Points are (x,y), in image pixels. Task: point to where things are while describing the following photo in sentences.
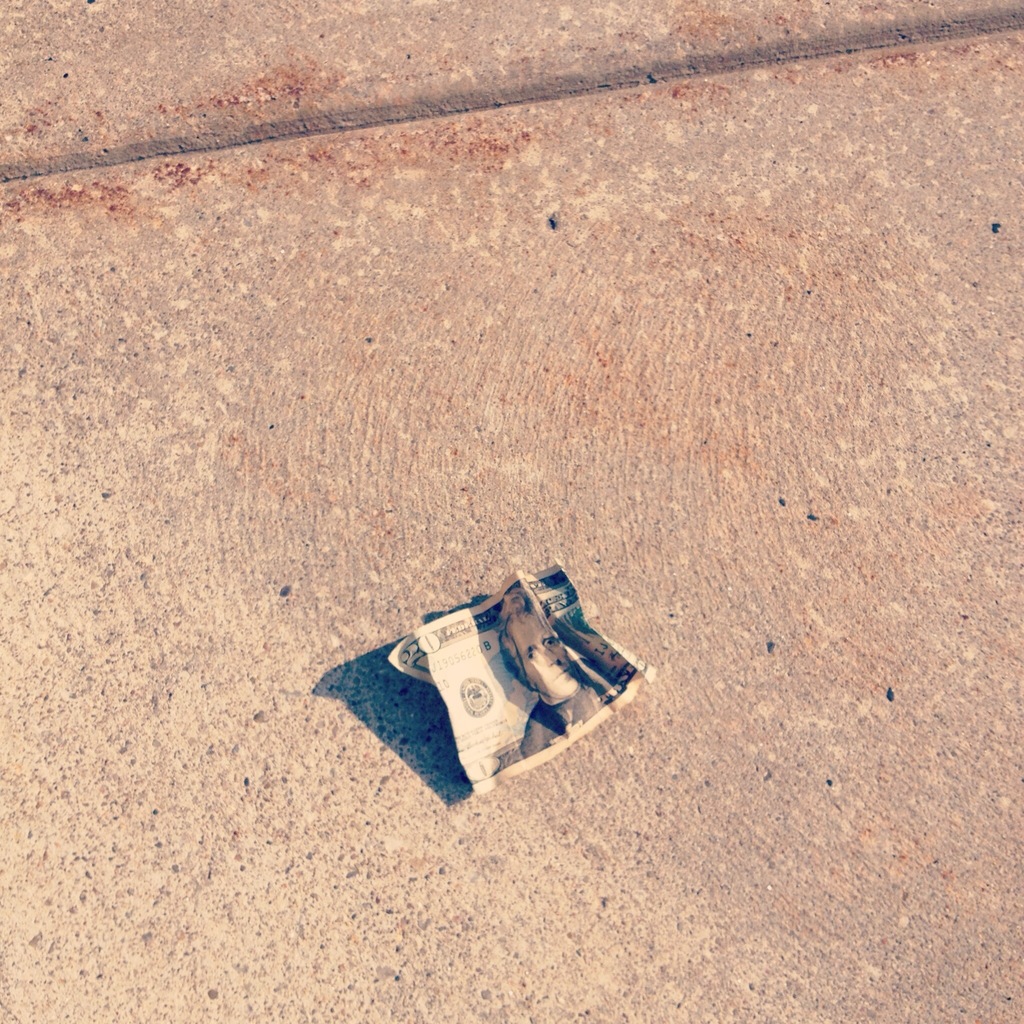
In this image, we can see a money (520,677) is placed on the surface (47,978).
